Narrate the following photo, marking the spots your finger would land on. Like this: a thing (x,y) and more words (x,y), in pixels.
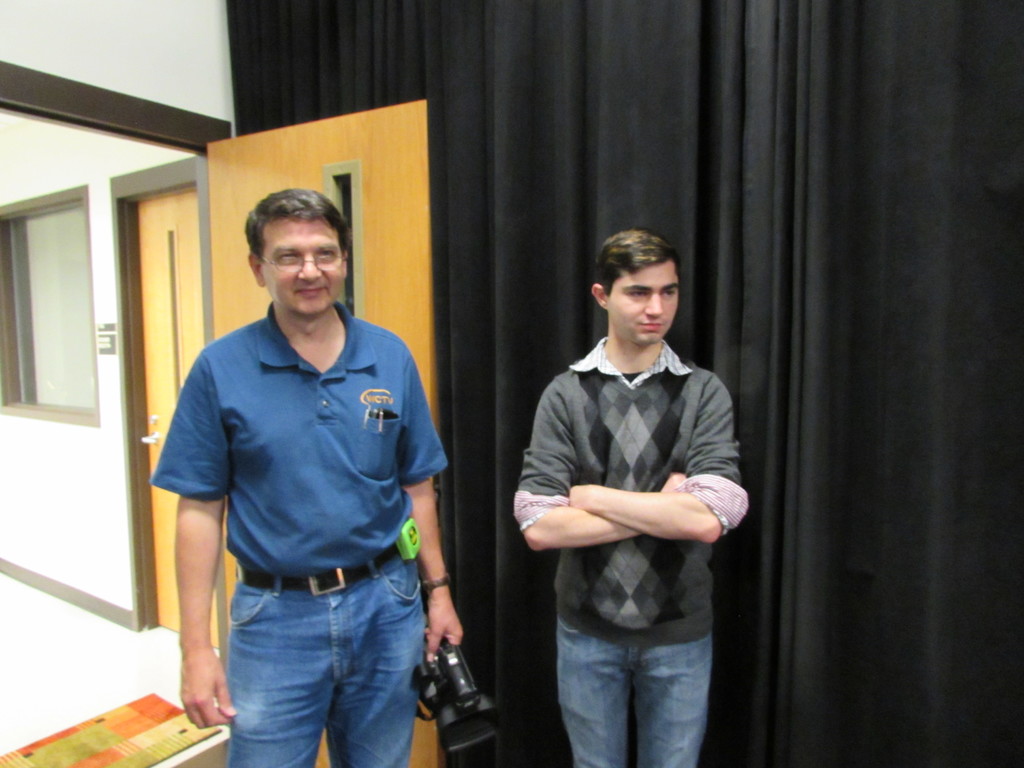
In this picture there are two men (185,536) standing, among them one man (248,740) holding a camera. We can see curtains (663,204), door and mat (126,714) on the floor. In the background of the image (126,265) we can see wall (81,173), door (150,352) and window (87,403).
